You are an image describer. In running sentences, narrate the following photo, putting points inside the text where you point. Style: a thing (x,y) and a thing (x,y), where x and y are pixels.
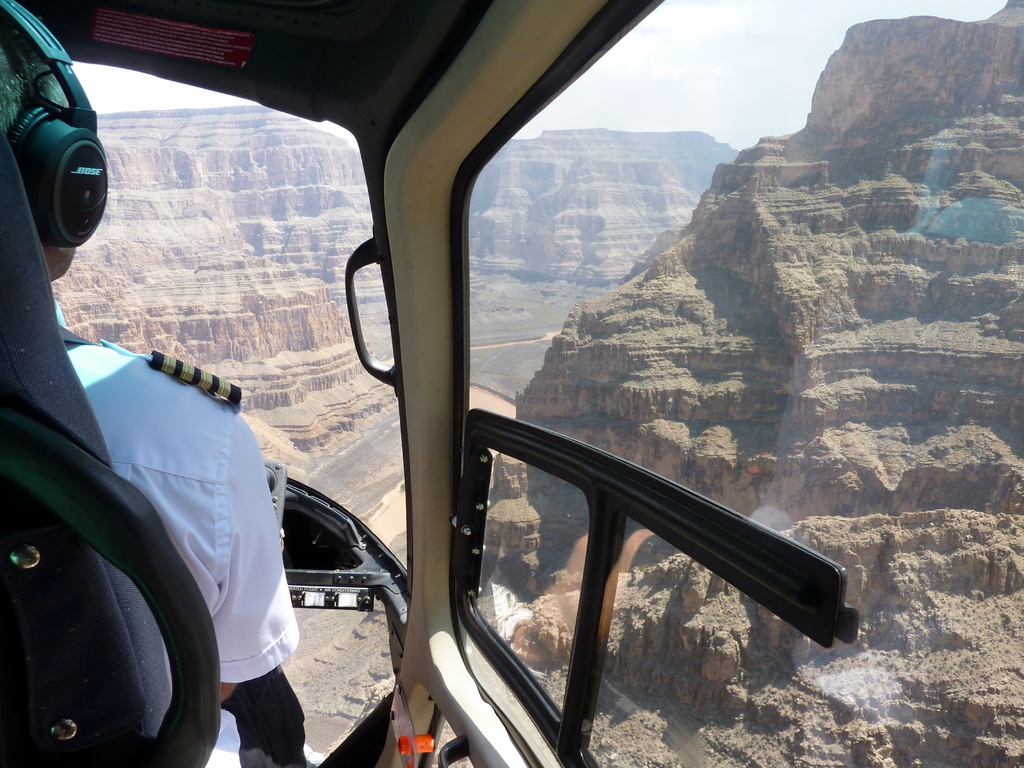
This picture is taken from a vehicle (343,587). A person (177,434) wearing a white uniform (140,406) is sitting on seat (147,672). He is wearing headsets (67,182). From window (763,302) There are few rocks (548,245). In between them there is a water flow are visible. Top of rock (1018,85) there is sky (676,120).
